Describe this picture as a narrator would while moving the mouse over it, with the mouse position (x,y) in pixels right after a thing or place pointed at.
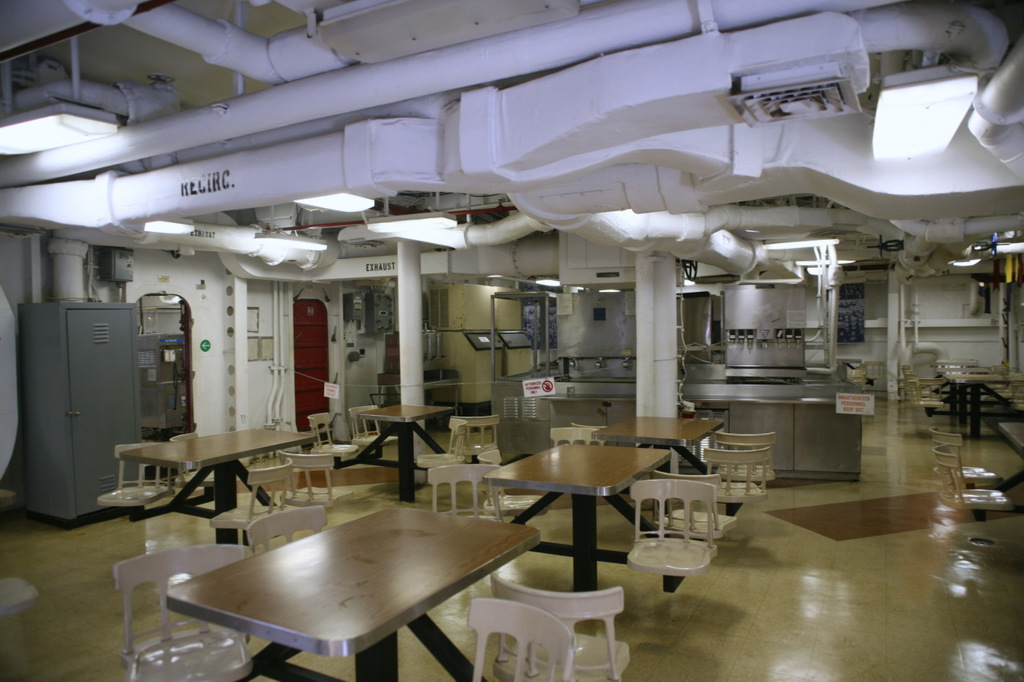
In the image there are many empty chairs (180,678) and tables (300,629), around them there are different types of machines (569,338), pipes (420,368), electronic equipment (170,345).
